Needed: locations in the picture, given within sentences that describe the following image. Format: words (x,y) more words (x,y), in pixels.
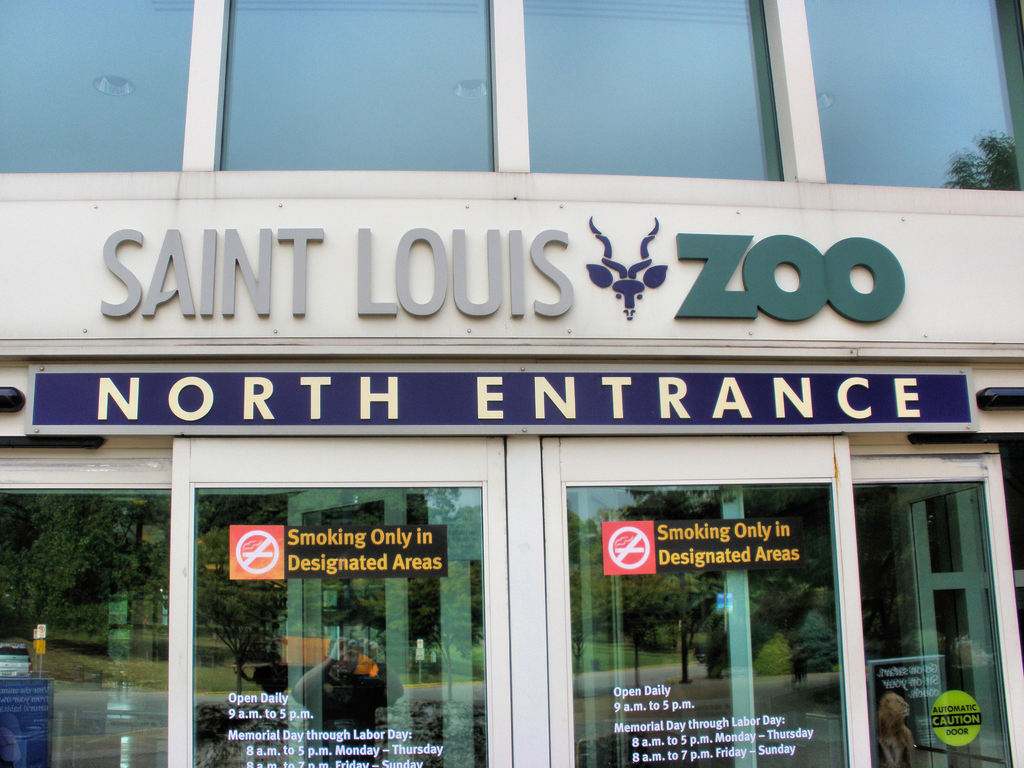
In this image I can see it looks like a zoo (449,341), at the bottom (458,518) there are glass walls (979,578). In the middle (361,292) there is the name (301,313).
